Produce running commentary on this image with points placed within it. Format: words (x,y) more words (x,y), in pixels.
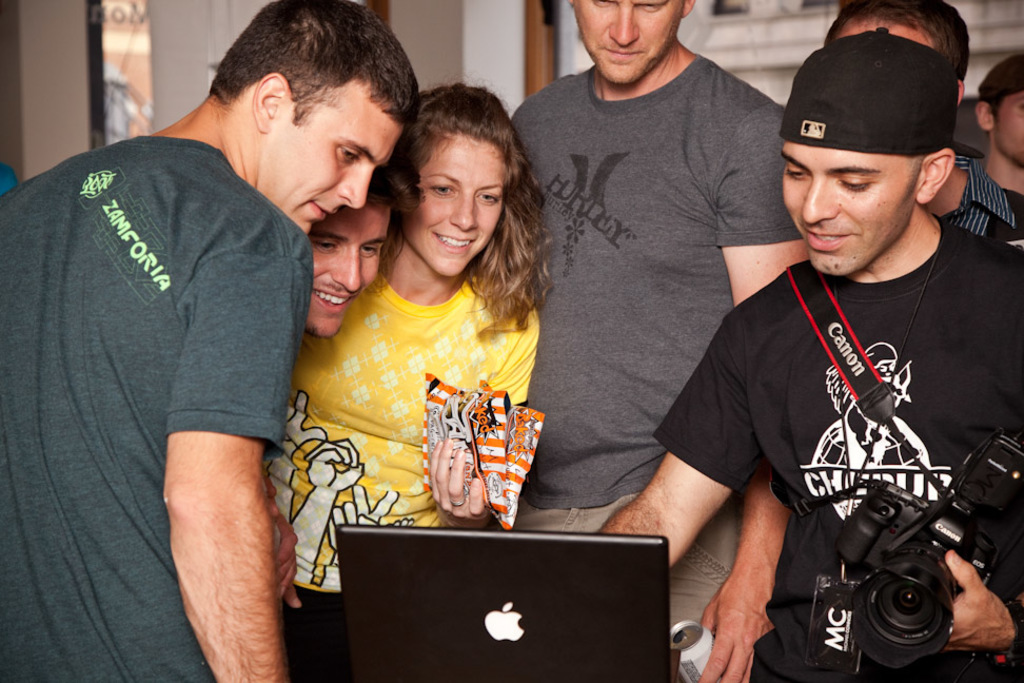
Here we see some persons (588,289). He is holding a camera (964,525) with his hand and they are smiling. This is a laptop (498,645).
